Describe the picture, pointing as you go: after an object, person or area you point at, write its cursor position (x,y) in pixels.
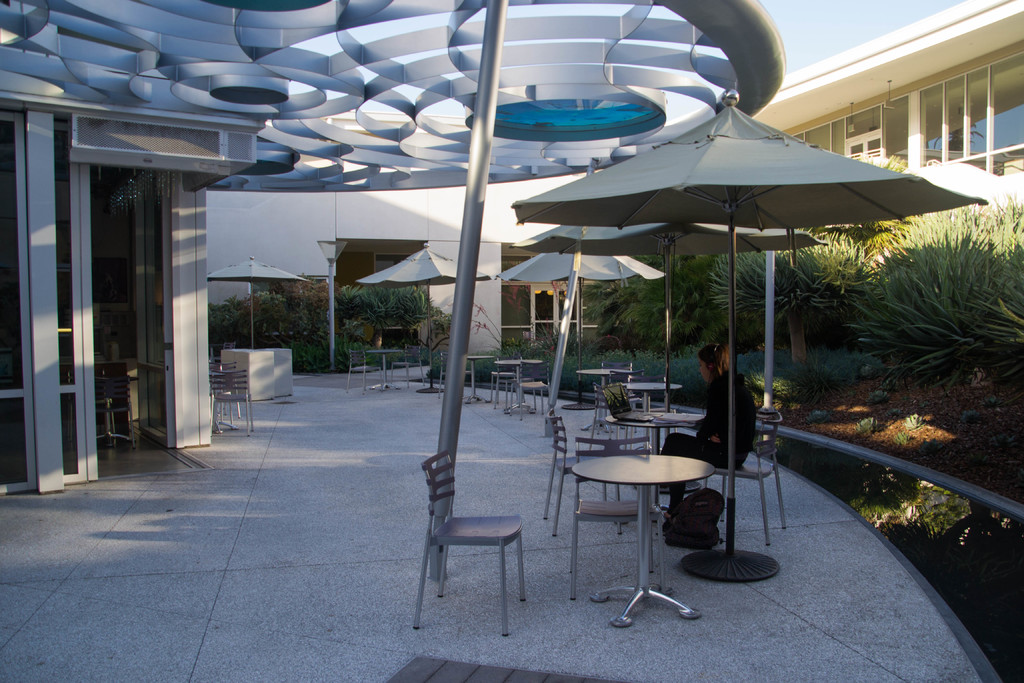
In the middle of the image (539,272) we can see parasols (547,244), tables (691,465), chairs (590,454), laptop (617,416), backpack (698,532) and a woman (717,445) sitting on the chair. In the background (951,343) we can see buildings (966,150), bushes (945,356), shrubs (878,366), ground (879,405), floor (324,520), pole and a room (144,317).
